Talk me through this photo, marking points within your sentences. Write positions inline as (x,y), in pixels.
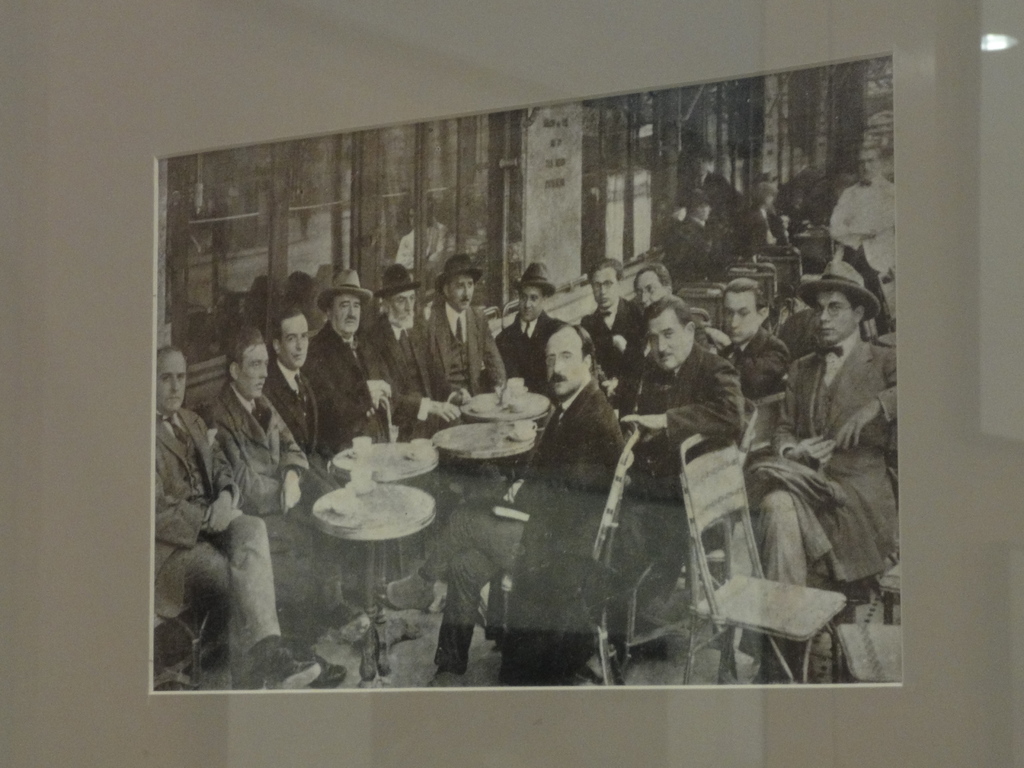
In this image, we can see a photo frame (855,164) contains a group of people (824,404) wearing clothes (807,372) and sitting in front of the table (494,413) contains plates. There is a chair (685,480) in the bottom right of the image (771,589).
